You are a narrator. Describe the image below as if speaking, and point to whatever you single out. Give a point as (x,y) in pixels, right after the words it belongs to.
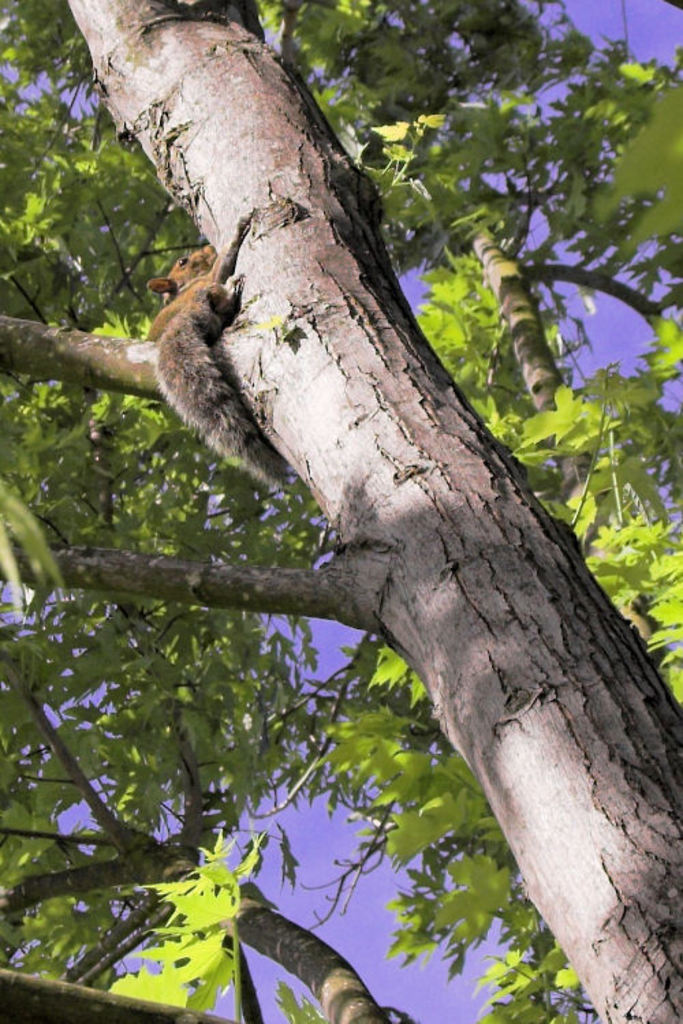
There is an animal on a tree (285,163). In the back (178,688) there are branches (533,375) and sky (370,933).
